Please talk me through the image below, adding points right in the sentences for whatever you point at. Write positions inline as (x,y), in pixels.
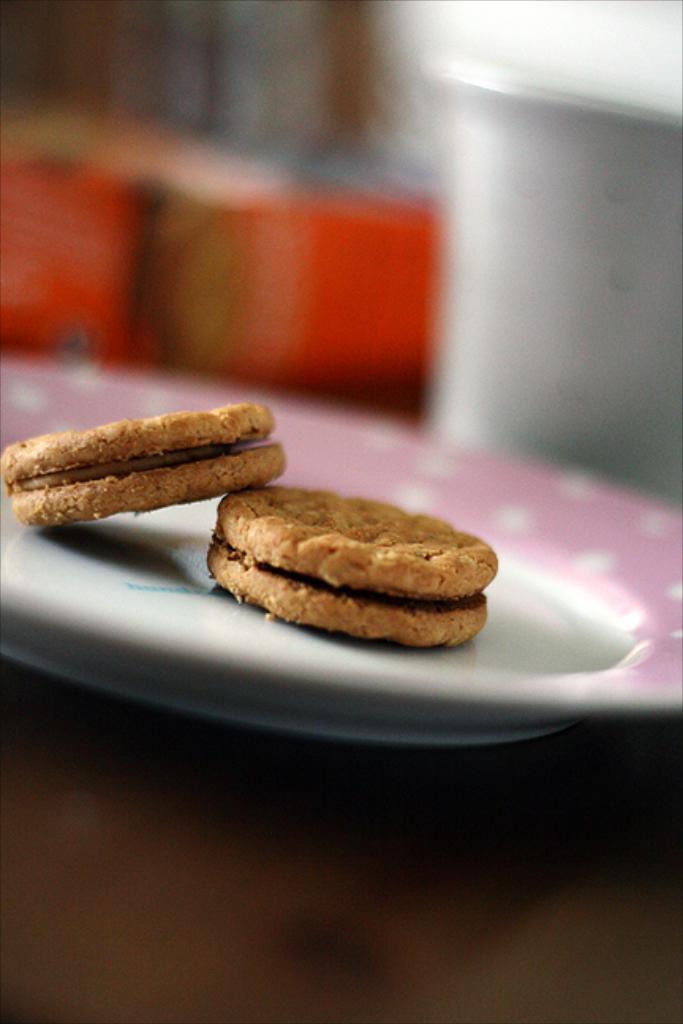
In the center of the image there is a table (358,792). On the table (295,764) we can see cookies (339,555) on a plate (300,674), glass (533,278) and some objects (211,256). In the background (253,141) the image is blur.
